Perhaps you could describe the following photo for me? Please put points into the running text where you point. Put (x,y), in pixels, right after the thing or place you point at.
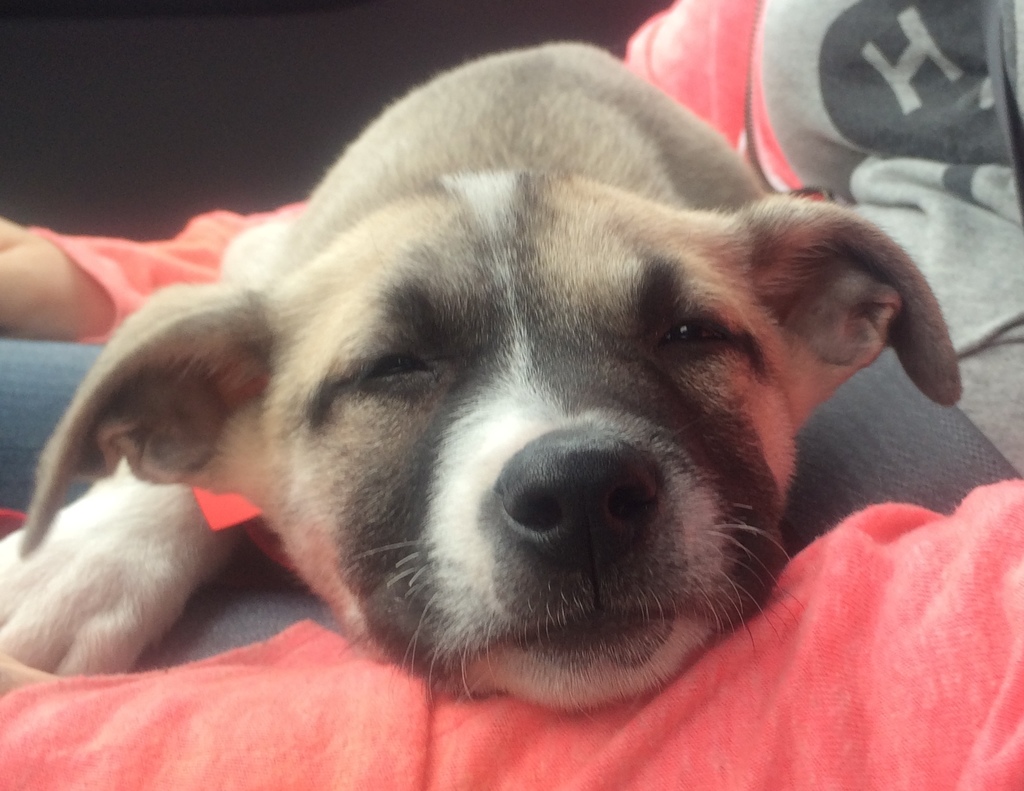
In the picture I can see a dog (273,450) is lying on a person's leg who is wearing red and grey color dress (979,691).
